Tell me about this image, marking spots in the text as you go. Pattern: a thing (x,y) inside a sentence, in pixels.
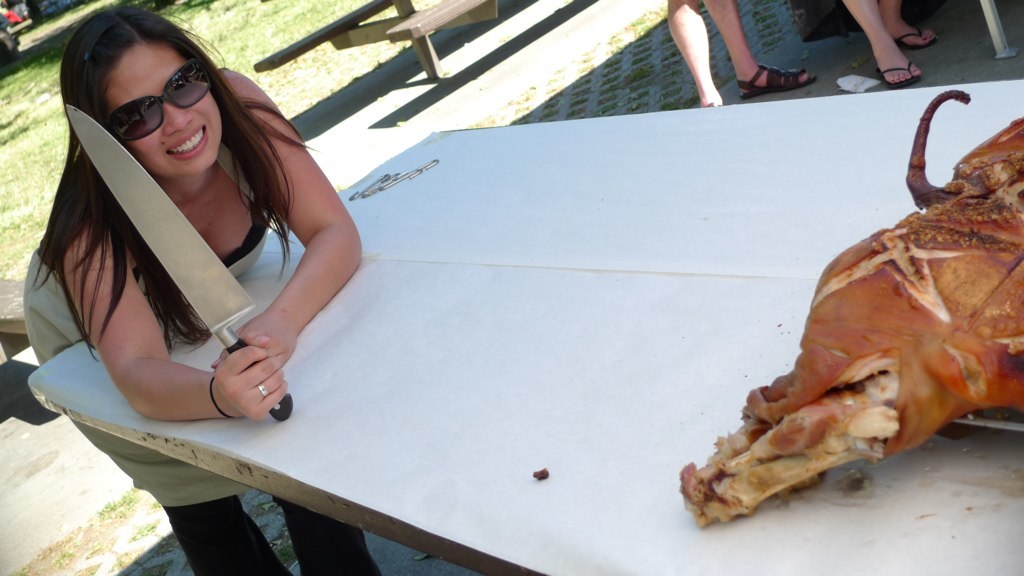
In this image there is a table (522,143), on that table (707,416) there is meat (882,376), near the table (181,350) there is women (271,382) holding a knife (198,237), in the background (415,25) there are benches (436,30) and there are four legs (856,5) of a humans (890,18) and there is a grassland (272,31).
